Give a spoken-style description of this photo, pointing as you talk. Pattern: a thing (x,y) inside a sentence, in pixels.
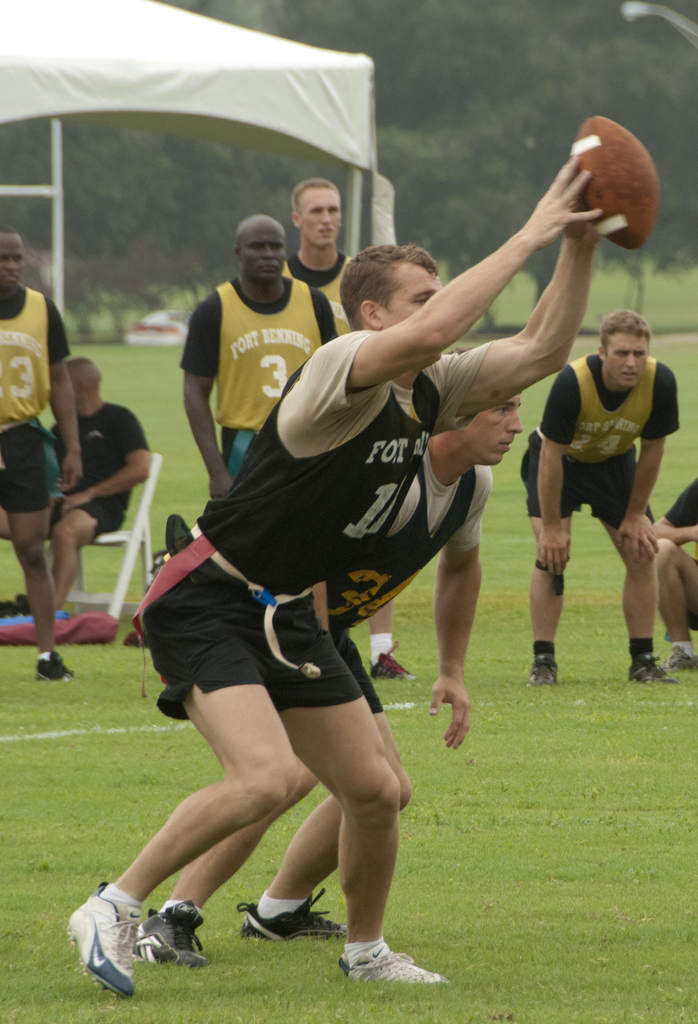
In this image, we can see a group of people (353,517) on the grass (515,861). Here a person (341,511) is holding a ball (599,170). On the left side of the image (85,503), a person (97,515) is sitting on the white chair (123,535). Here there is a tent (102,83), rods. Background (609,253) we can see trees (294,177).
